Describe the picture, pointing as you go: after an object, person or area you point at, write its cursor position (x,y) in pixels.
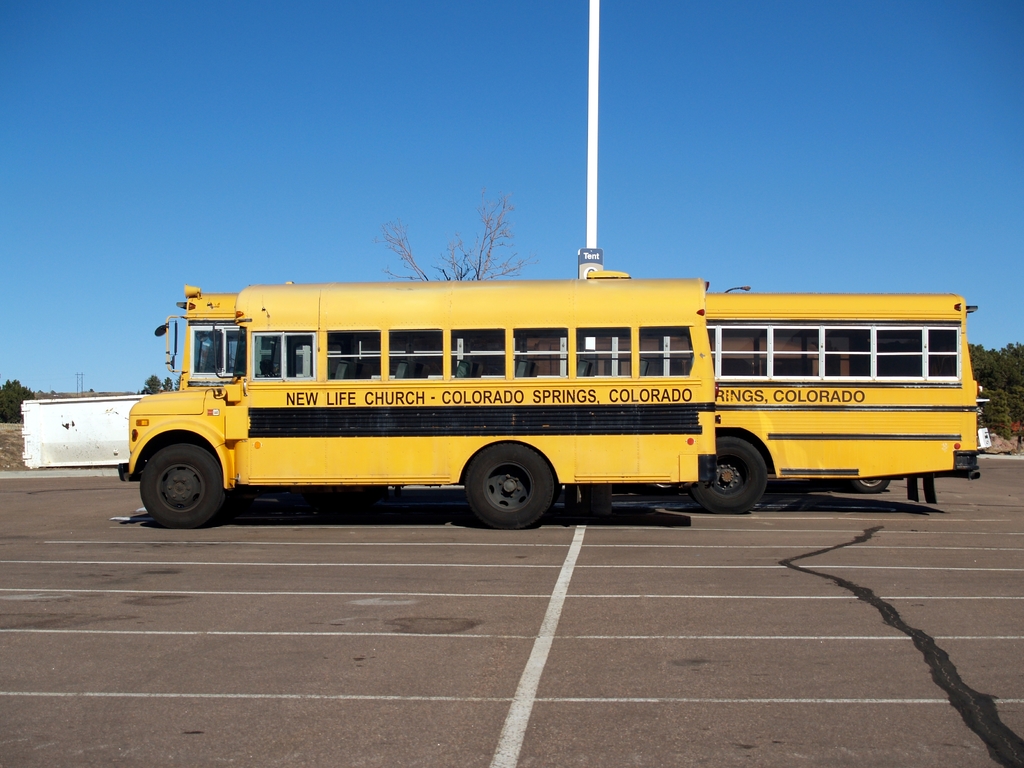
This picture might be taken in the parking lot (423,587). In this image, in the middle (424,471), we can see two buses (611,446) which are parked in the parking lot (936,578). On the right side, we can see few vehicles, trees (1023,353), plants (1013,418). On the left side (104,463), we can also see a white wall color (66,398), trees (5,405), plants (158,391). In the background (10,386), we can see the white color pole (589,198), trees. At the top (753,111), we can see a sky (729,131) which is in blue color, at the bottom (629,615), we can see a parking lot (728,675) and a crack (932,641) in the right corner (1001,696).
